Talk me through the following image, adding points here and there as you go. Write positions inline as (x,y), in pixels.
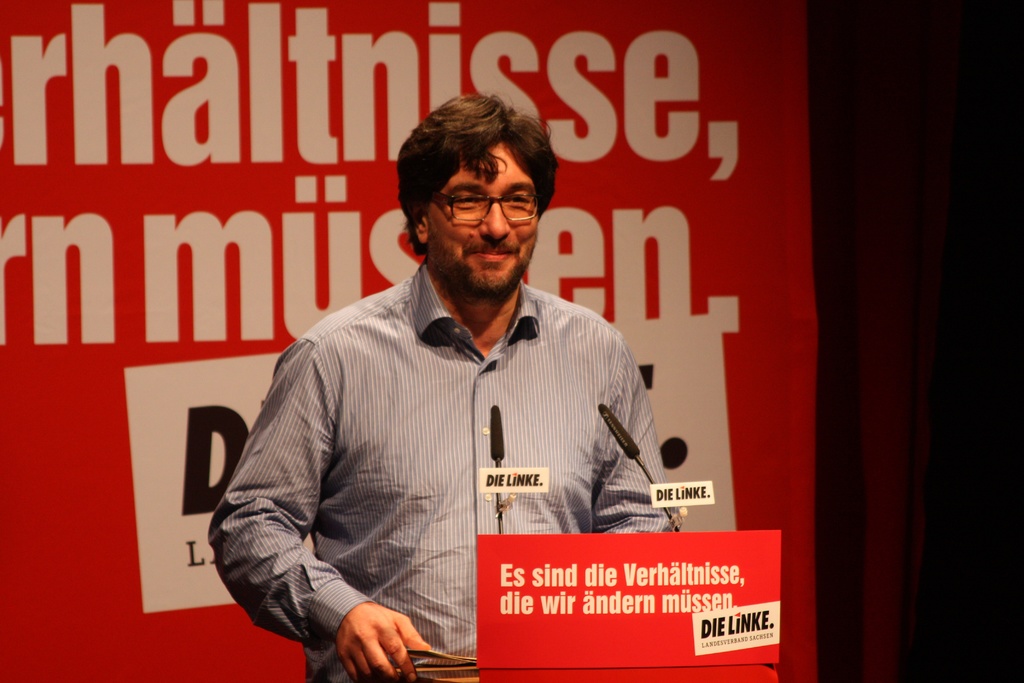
In this image we can see a person (538,507) standing and there is a podium (628,679) in front of him and we can see the mics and there is a board (691,611) with some text (698,611) on the podium (734,582). In the background (791,558), there is a banner (710,173) with some text (23,243).
